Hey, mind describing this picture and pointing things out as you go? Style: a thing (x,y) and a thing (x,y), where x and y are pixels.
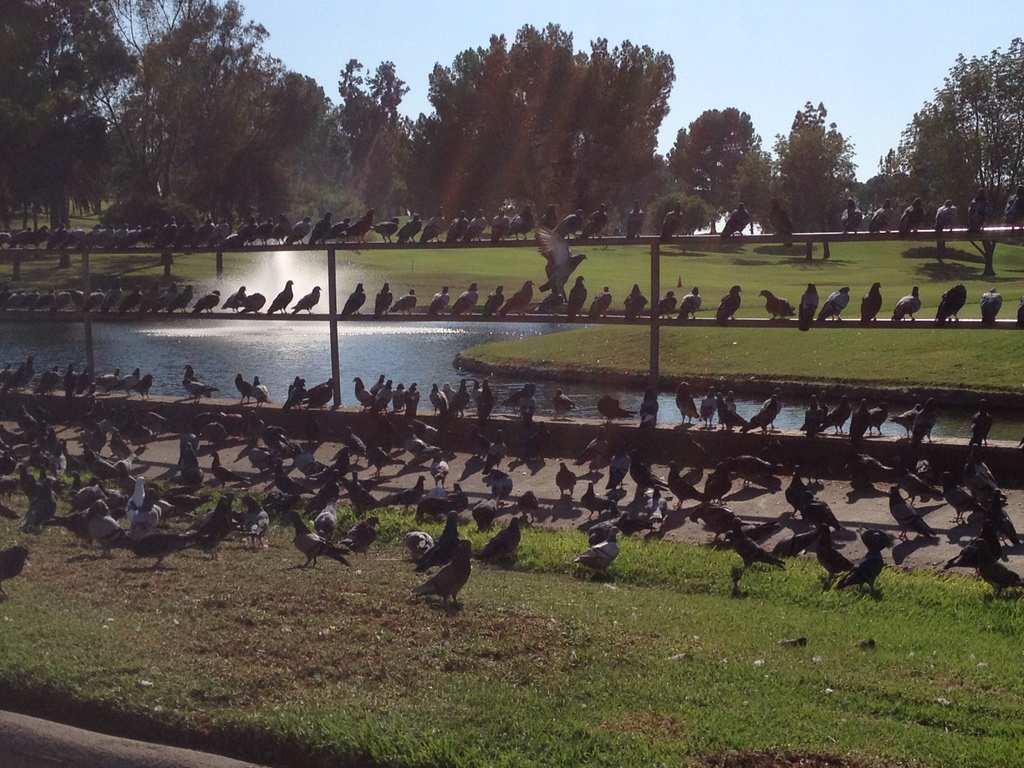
In the image I can see birds (517,404) among them some are on the ground (556,560) and some are sitting on fence (627,323). In the background (517,382) I can see the grass (457,286), the water (347,348), trees (566,142) and the sky (620,9).
